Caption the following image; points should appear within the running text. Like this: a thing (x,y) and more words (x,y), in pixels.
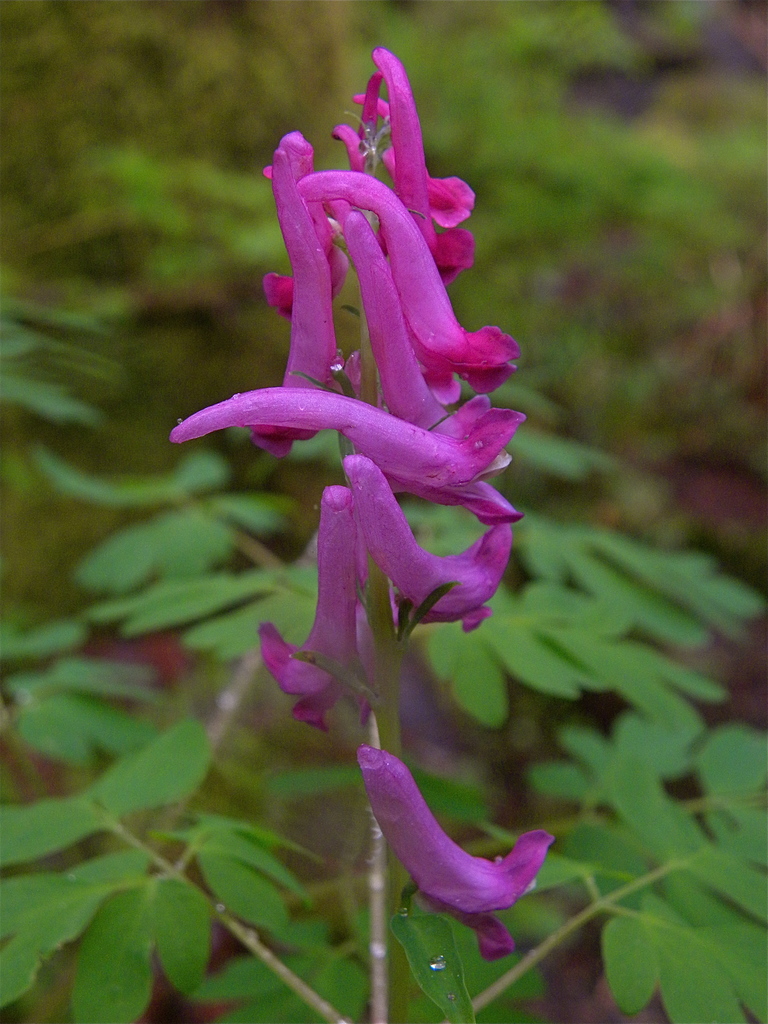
In this image there are flowers (481,438), plants (734,774) and trees (512,43).
